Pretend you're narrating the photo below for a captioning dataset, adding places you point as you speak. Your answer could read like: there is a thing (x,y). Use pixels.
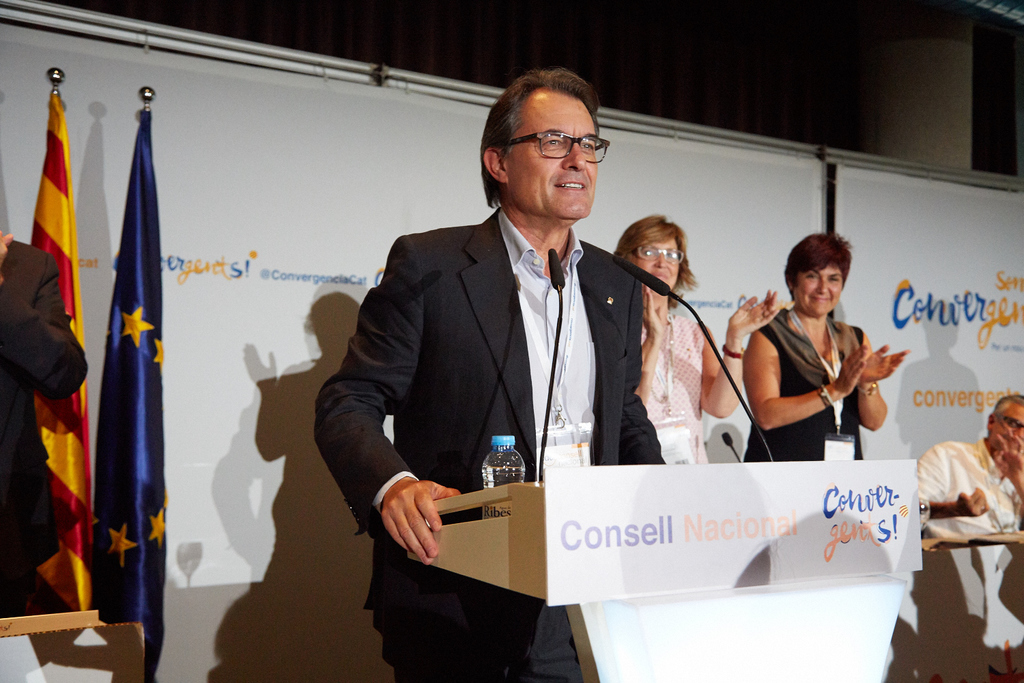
In this picture we can see a man (448,268) wore blazer (499,233), spectacle (547,145) and standing at the podium (580,543) and speaking on mics (648,273), bottle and in the background (635,256) we can see banners (462,197), flags (146,264) and some people (817,317) clapping hands (857,353) and smiling.
